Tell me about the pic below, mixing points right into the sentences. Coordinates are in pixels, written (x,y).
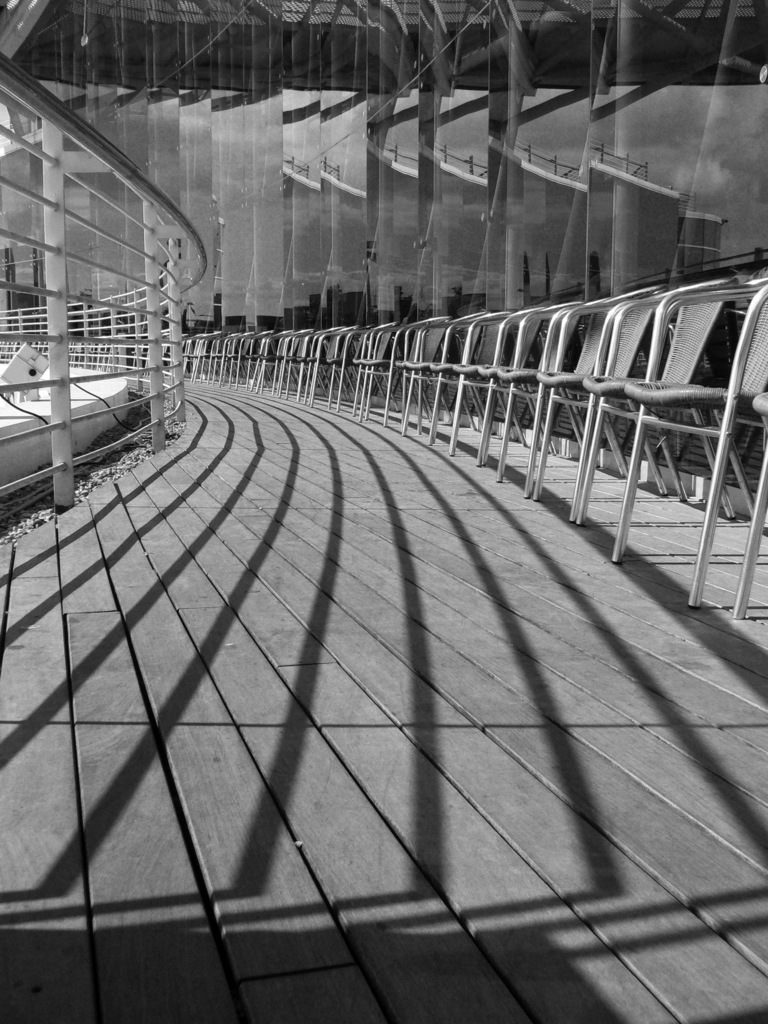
This image consists of a building (512,4). On the right (546,414), there are chairs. On the left (74,351), there is a balcony (16,232). At the bottom (350,805), there is a floor (307,725) made up of wood (241,736).
